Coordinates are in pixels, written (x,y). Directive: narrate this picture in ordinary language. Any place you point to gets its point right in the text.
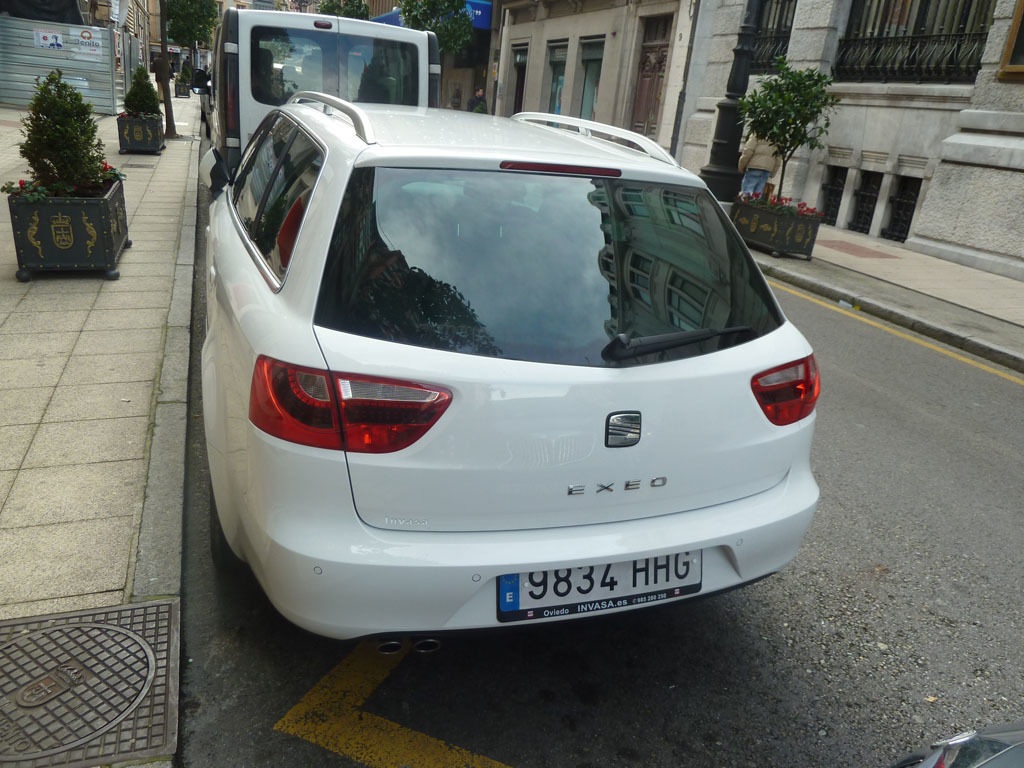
In this image there are buildings (565,54) truncated towards the top of the image (563,40), there is a pole (739,89) truncated towards the top of the image (735,49), there are trees (188,14) truncated towards the top of the image (440,27), there are plants (72,114), there are objects (109,80) truncated towards the left of the image (73,77), there is the road (876,499), there are vehicles (380,280) on the road (947,646), there is a vehicle (985,751) truncated towards the bottom of the image (999,748), there is the wall (875,101).
